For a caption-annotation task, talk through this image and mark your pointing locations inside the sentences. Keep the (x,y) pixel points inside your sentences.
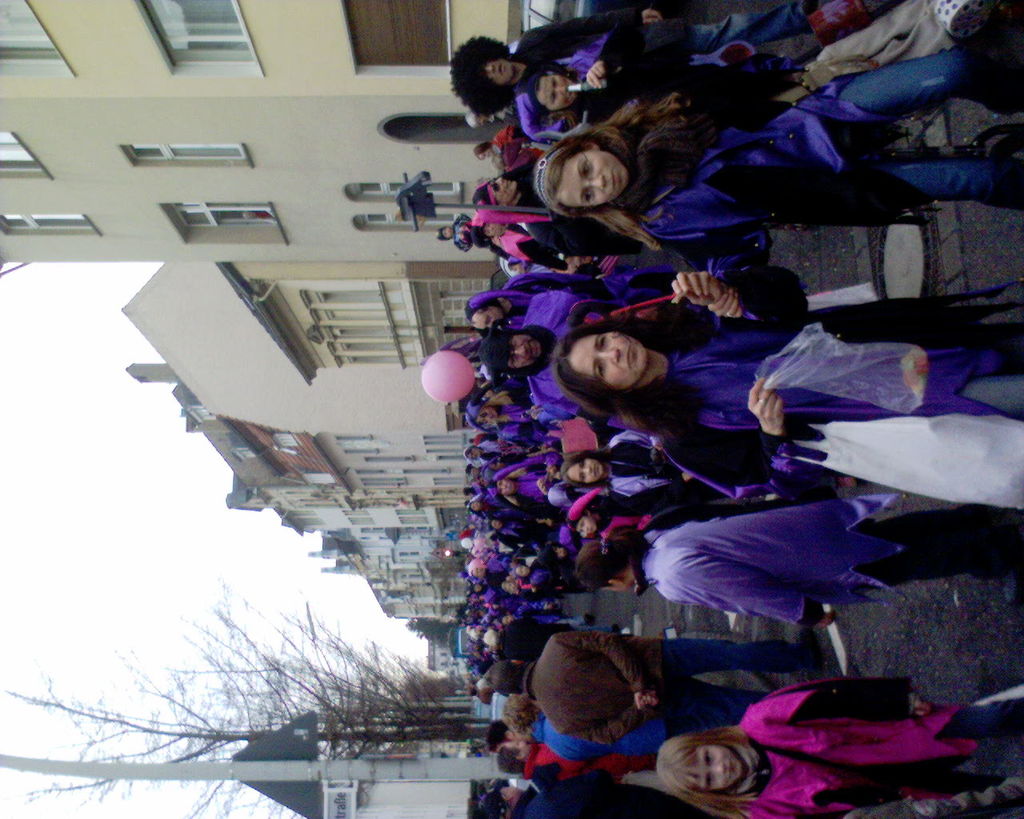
This image is in left direction. On the right side (815,432), I can see many people (750,484) are standing on the road (967,640). In the background (374,404) there are some buildings (340,489) and trees (358,712). On the left side (98,525), I can see the sky (68,484).
